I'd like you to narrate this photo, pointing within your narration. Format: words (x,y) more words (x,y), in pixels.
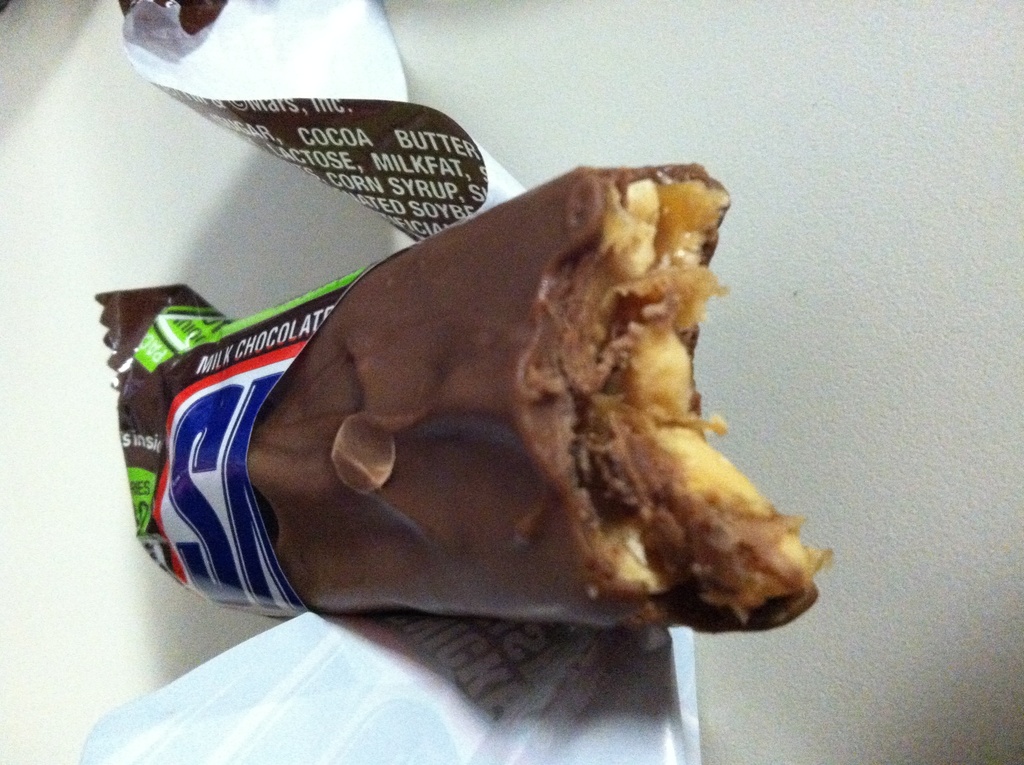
It is a chocolate (484,467) in brown color.
